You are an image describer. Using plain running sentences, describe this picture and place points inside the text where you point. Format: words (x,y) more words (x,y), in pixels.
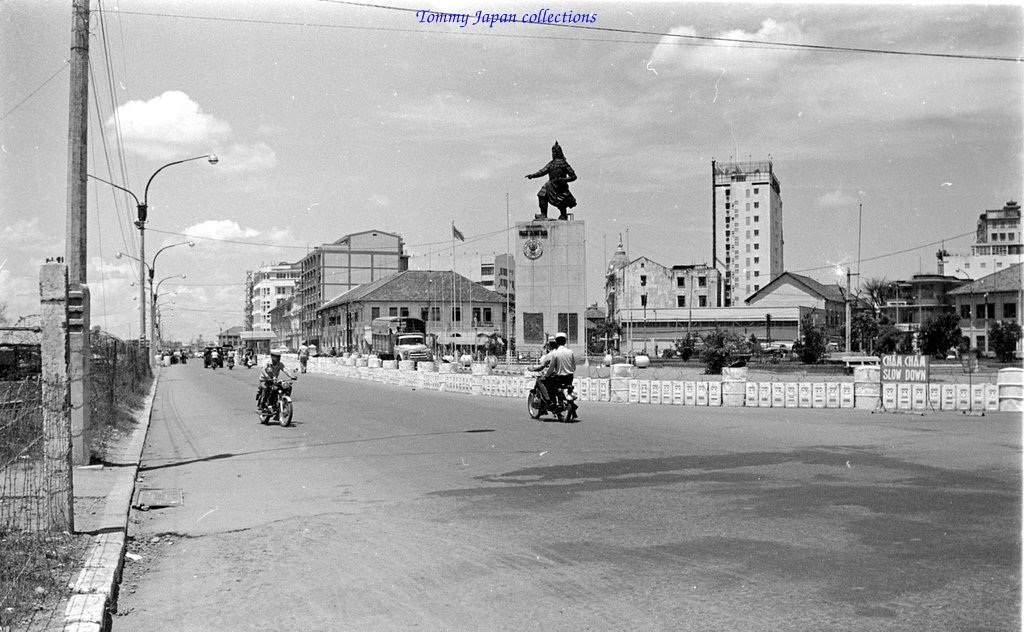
It is a black and white picture. In the center of the image (555,408) we can see a few people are riding bikes (279,400) on the road (300,399). In the background (342,363), we can see the sky (528,119), clouds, buildings (1015,243), poles (54,337), trees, fences (331,370), one person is standing and a few other objects (854,357).
